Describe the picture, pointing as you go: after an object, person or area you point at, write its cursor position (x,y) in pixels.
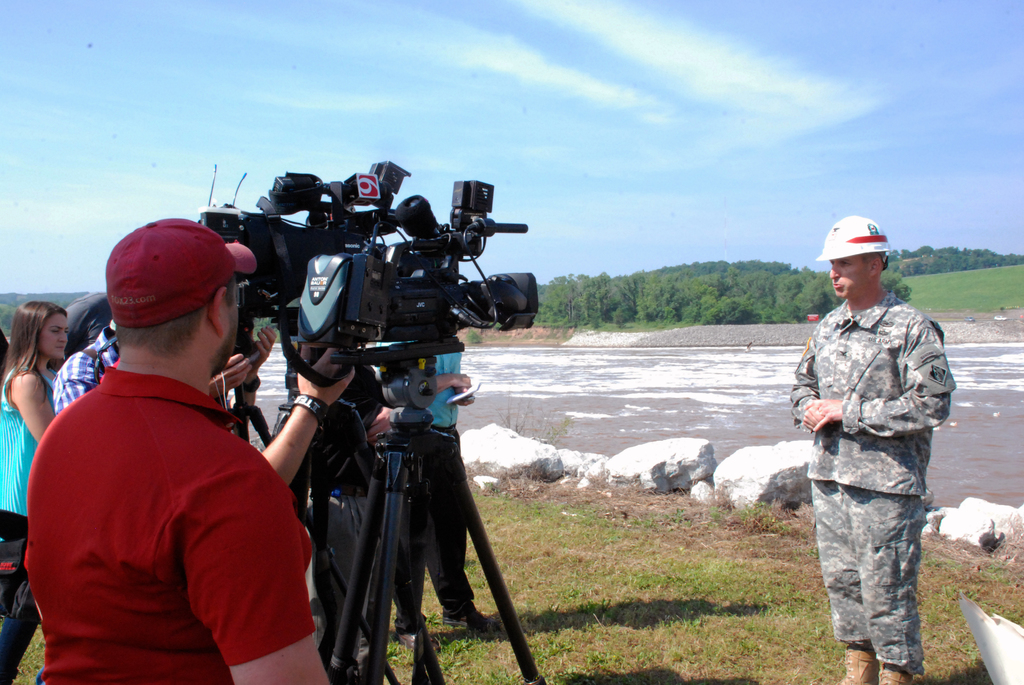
In this picture we can observe a video camera (364,295) fixed to the tripod (379,520). On the left side (217,437) there is a man (96,500) wearing a red color T shirt (99,451) and a cap (166,264) on his head (199,225). In front of the video camera (386,304) there is a person (826,406) standing, wearing a white color helmet (843,257) on his head (847,279). We can observe a woman (29,438) on the left side (34,440). There are some people (356,392) standing. In the background (748,365) there is a river (673,405) flowing. We can observe some stones (617,472) and a grass (661,538) on the land (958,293). In the background (674,287) there are trees (725,280) and a sky (555,160).
